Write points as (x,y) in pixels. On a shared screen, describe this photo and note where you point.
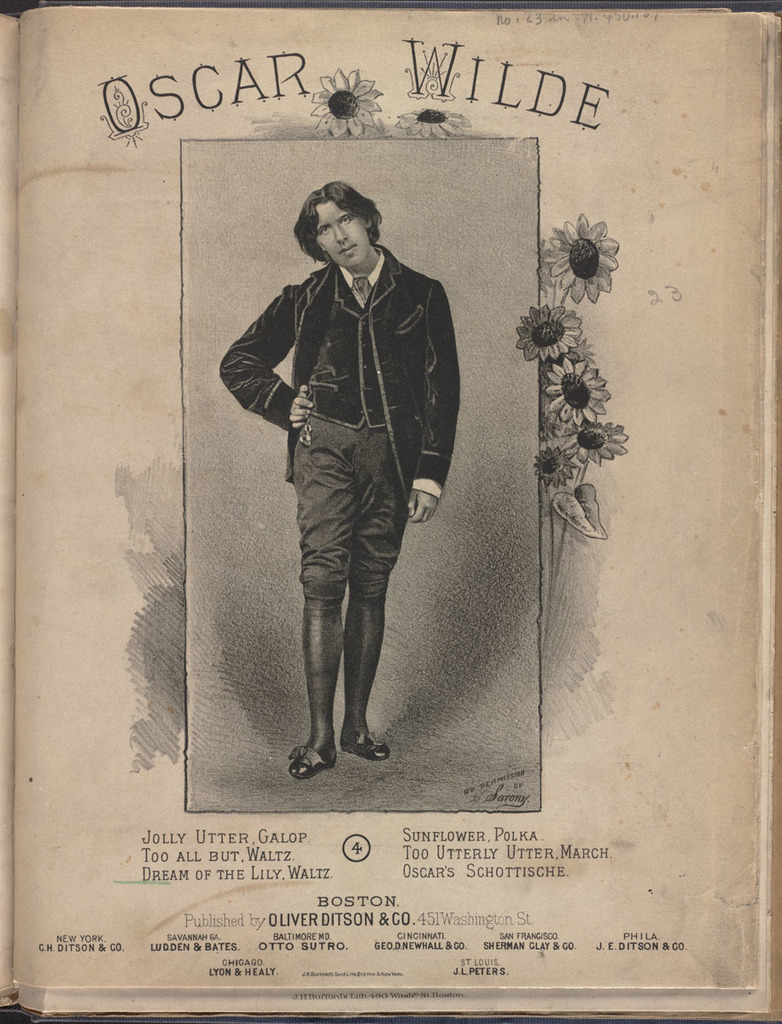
In this picture I can see there is a person (390,280) standing and there are flowers (553,386) and there is something written on it.
